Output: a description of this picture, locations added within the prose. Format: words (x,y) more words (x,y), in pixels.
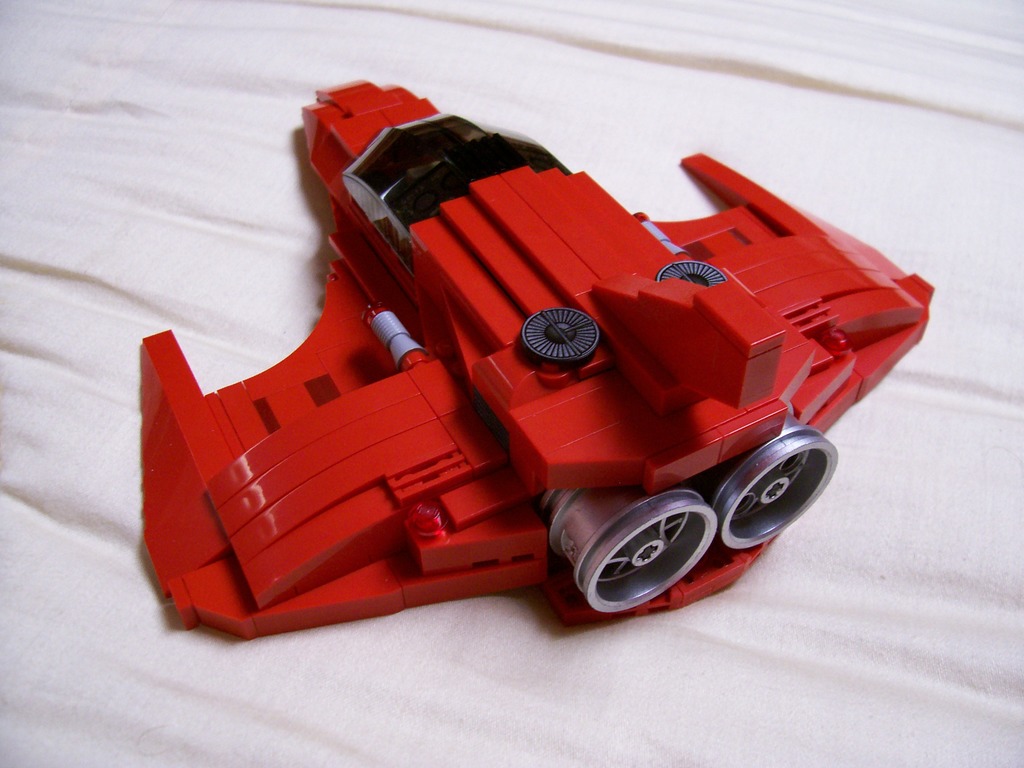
In the center of the image (515,490) we can see a toy (537,461) placed on the cloth (575,717).
